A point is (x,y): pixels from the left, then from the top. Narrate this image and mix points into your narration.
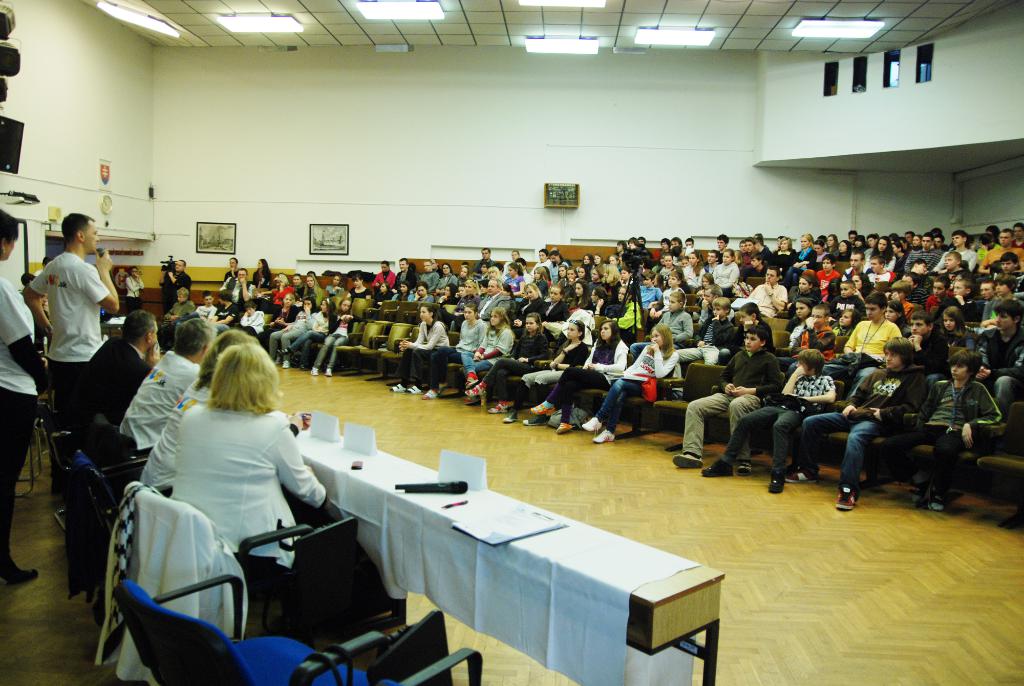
In this image I can see the group of people (137,401). I can see few people (76,309) are standing and few (237,510) are sitting in-front of the table (363,508). On the table (381,505) I can see the file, pen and the mic (402,487). To the right (870,435) I can see many people (726,356) with different color dresses (628,325). These people (656,333) are sitting on the chairs (711,394). In the background (332,202) I can see some frames (313,234) to the wall (261,142). I can also see the lights (597,4) in the top (560,6).
